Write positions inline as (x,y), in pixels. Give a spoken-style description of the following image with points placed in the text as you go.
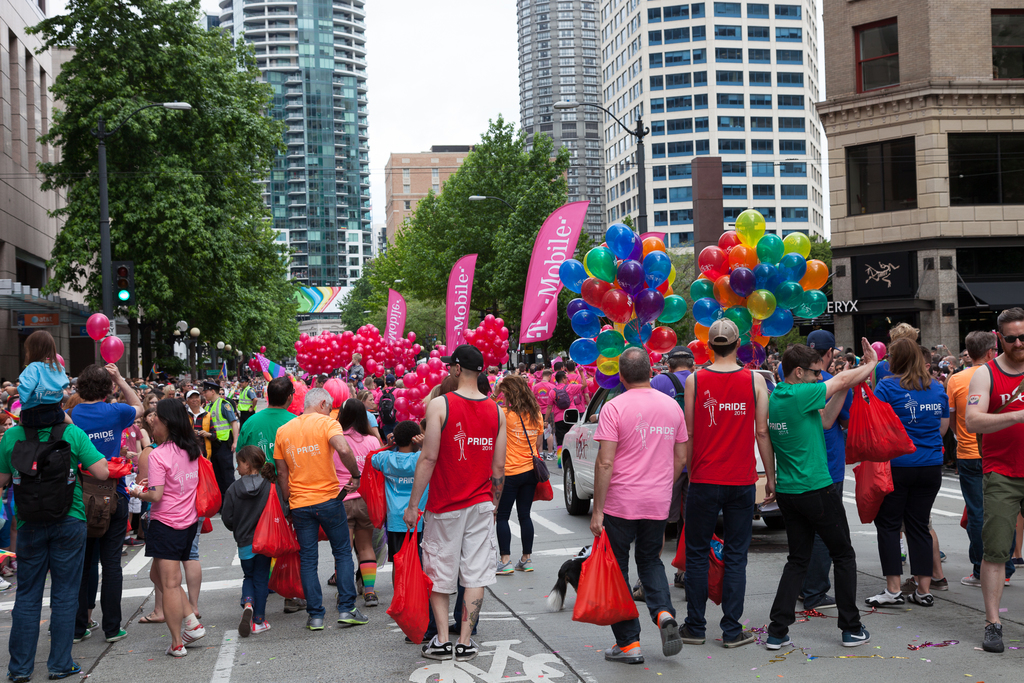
In this image, in the middle (441,419) there is a man (442,461), he wears a t shirt (448,479), trouser (470,547), he is holding a bag (397,605). In the middle (356,439) there are many people (398,480), balloons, posters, children (59,399), trees (193,164), street lights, buildings (1014,232), poles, traffic signal (130,272), road (233,547), sky (420,61).
